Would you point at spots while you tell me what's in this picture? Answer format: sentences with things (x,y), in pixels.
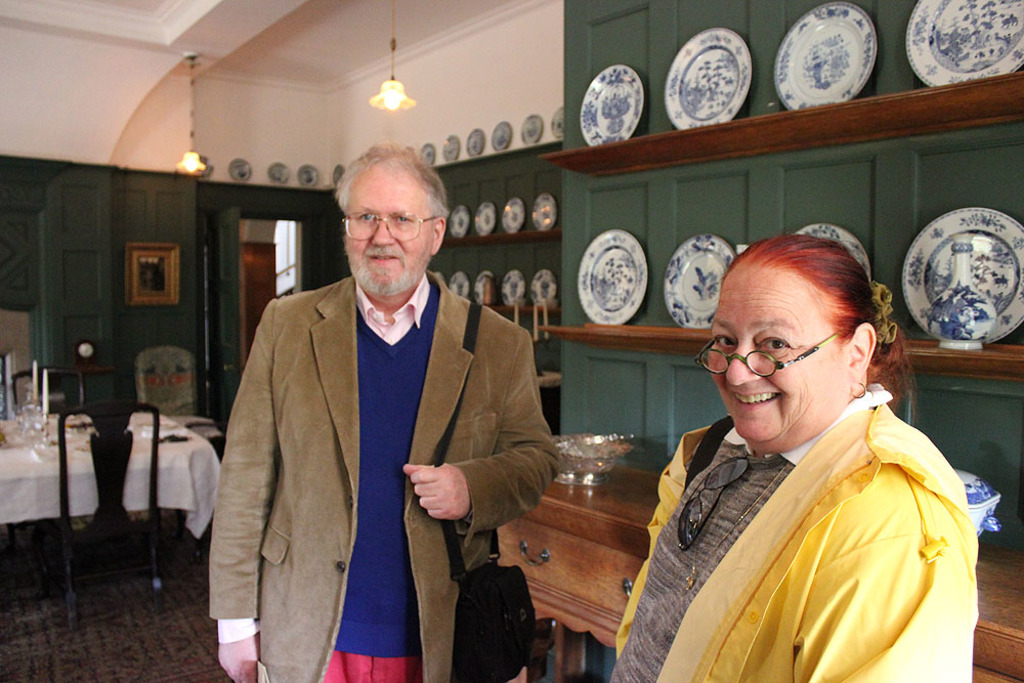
In this image, we can see wall shelves (668,345) contains some plates (533,125). There are two persons (398,589) at the bottom of the image (393,570) wearing clothes (529,492) and spectacles (767,357). There is a dining table (182,430) and chair (118,486) on the left side of the image (114,488). There is a door (231,278) in the middle of the image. There is an another table (995,649) in the bottom right of the image (1001,599) contains dishes (585,469). There are lights (375,100) hanging from the ceiling (353,31).
